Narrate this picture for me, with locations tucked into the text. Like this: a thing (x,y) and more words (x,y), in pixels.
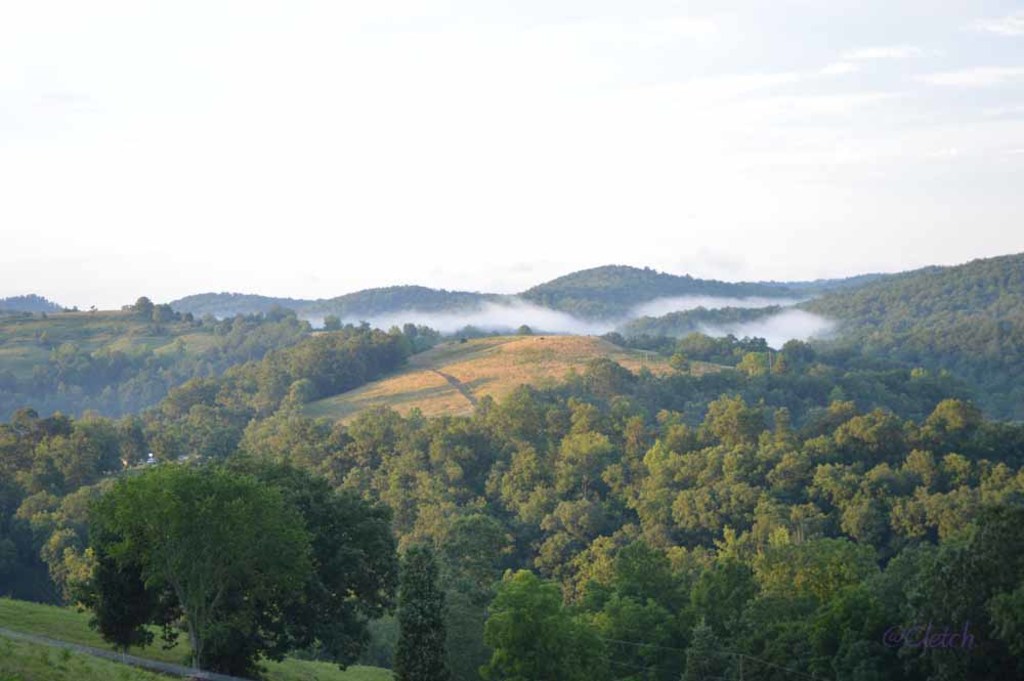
In this image we can see a group of trees (615,449), the hills (551,340), a pole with some wires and the sky (528,193) which looks cloudy.
